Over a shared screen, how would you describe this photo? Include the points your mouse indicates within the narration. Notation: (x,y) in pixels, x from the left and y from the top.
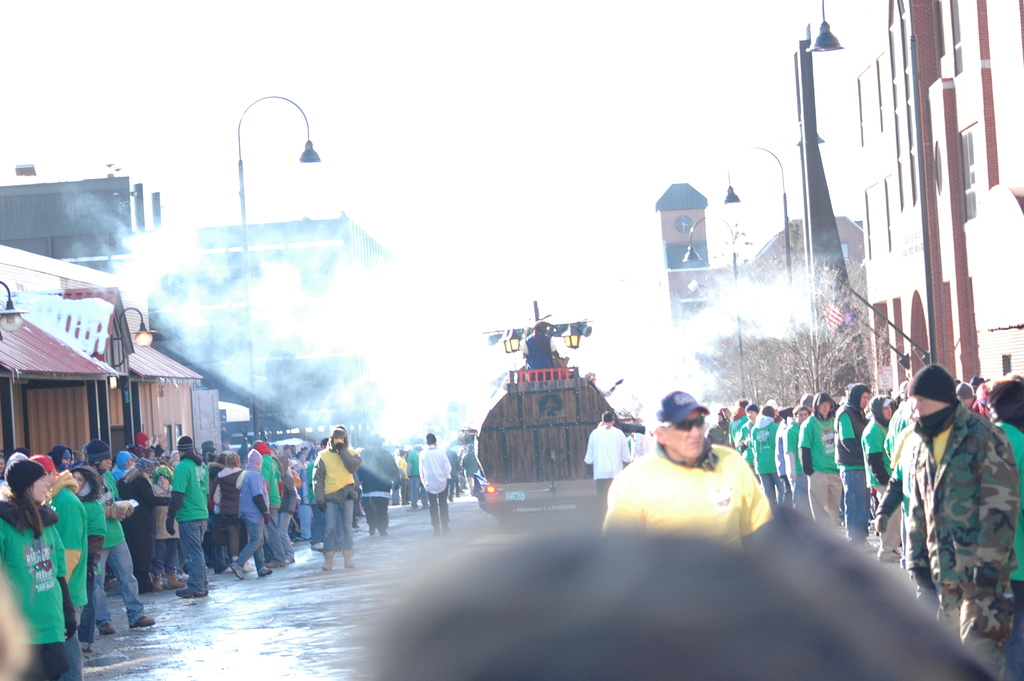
In the center of the image (535,441) we can see one vehicle (536,487) on the road (474,512). On the vehicle (526,376), we can see one person (531,360) is sitting. And we can see a group of people (44,542) are standing and they are in different costumes (816,437). Among them, we can see a few people (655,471) are holding some objects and a few people (720,415) are wearing caps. In the background (505,102) we can see the sky (569,198), buildings (779,257), trees (868,355), one clock tower (666,210), poles (820,198), smoke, flags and a few other objects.
